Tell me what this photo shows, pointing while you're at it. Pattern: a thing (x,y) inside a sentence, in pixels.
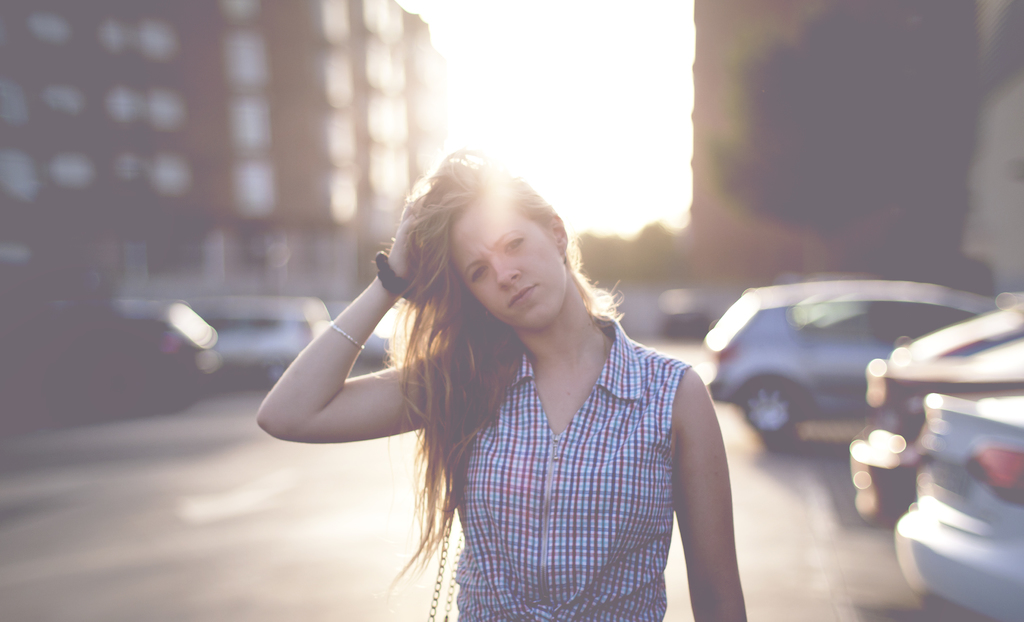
In this image I can see the person (613,506) standing and the person (570,450) is wearing white, red and blue color shirt (587,450). In the background (793,331) I can see few vehicles (1020,413), buildings (899,130) and the sky (583,66) is in white color.
